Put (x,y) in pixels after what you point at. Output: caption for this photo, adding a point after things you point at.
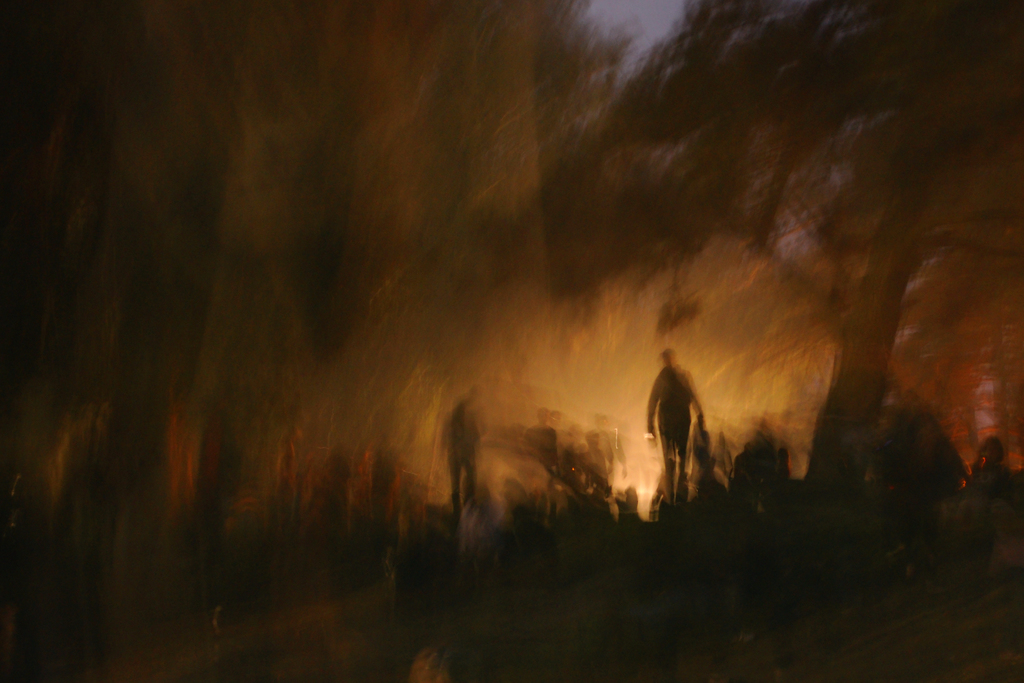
The image is blurry, in this image we could see some persons (929,428), trees (801,110) and sky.
